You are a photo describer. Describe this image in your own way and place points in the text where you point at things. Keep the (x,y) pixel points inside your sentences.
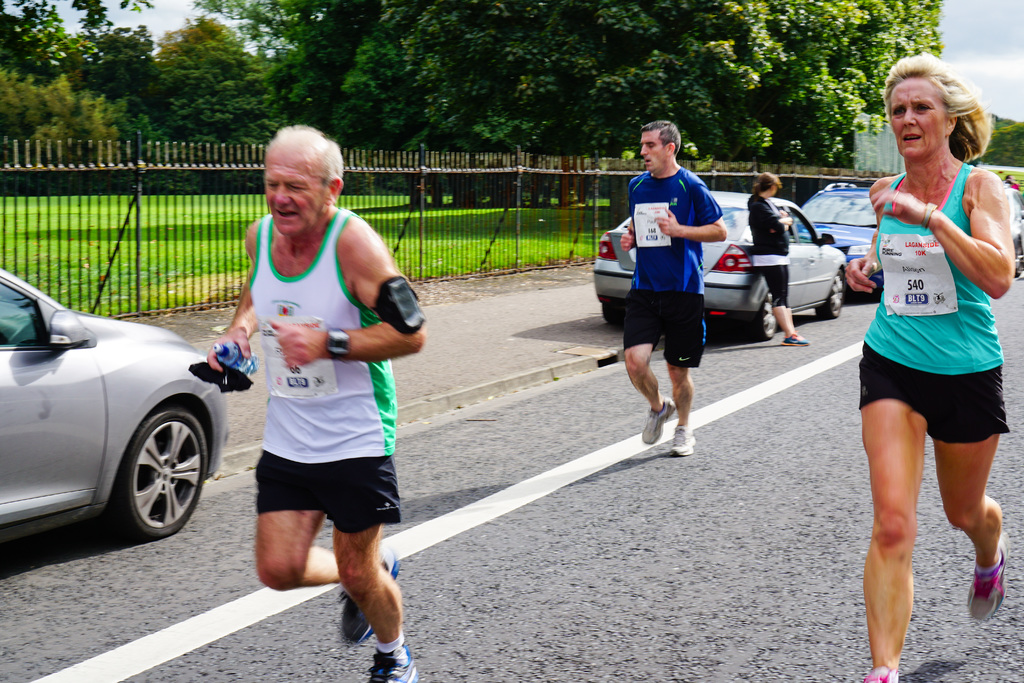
In this image, we can see three people (995,187) are running on the road (645,560). Here we can see few vehicles (136,336) are parked. On the right side of the image (773,252), we can see a woman (788,317) is standing. Background (1021,164) we can see fencing (220,244), grass (72,275), trees (200,126) and sky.
